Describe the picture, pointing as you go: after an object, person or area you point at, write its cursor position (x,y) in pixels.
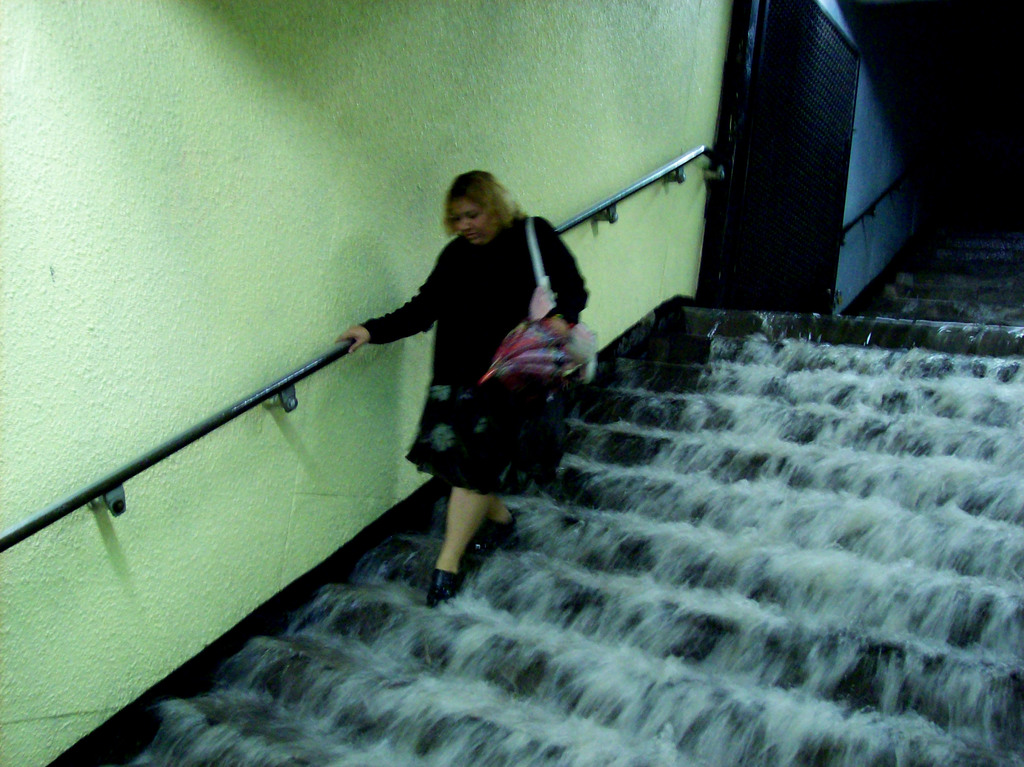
In this image I can see a wall (197,222), metal rods (850,224), door (816,216), water (855,513) and a woman (547,244) is walking down the steps (468,581). This image is taken may be during a day.
